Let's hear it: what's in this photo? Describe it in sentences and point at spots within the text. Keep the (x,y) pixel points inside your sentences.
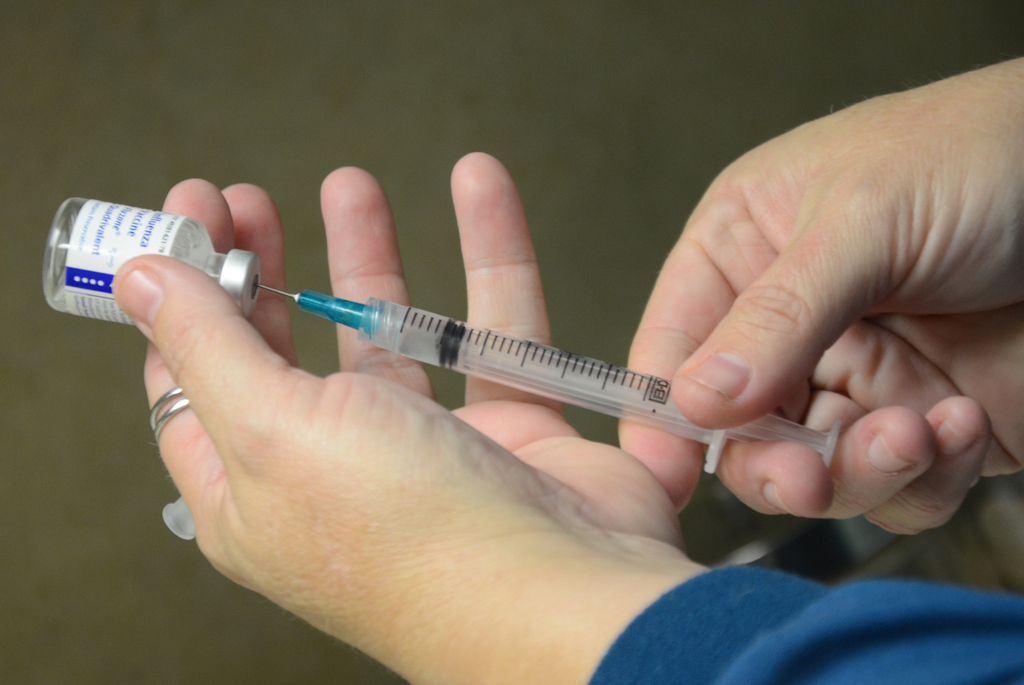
This picture shows a human (679,352) holding and a syringe (545,390) and a medicine bottle (94,221) with the hands (284,278).
